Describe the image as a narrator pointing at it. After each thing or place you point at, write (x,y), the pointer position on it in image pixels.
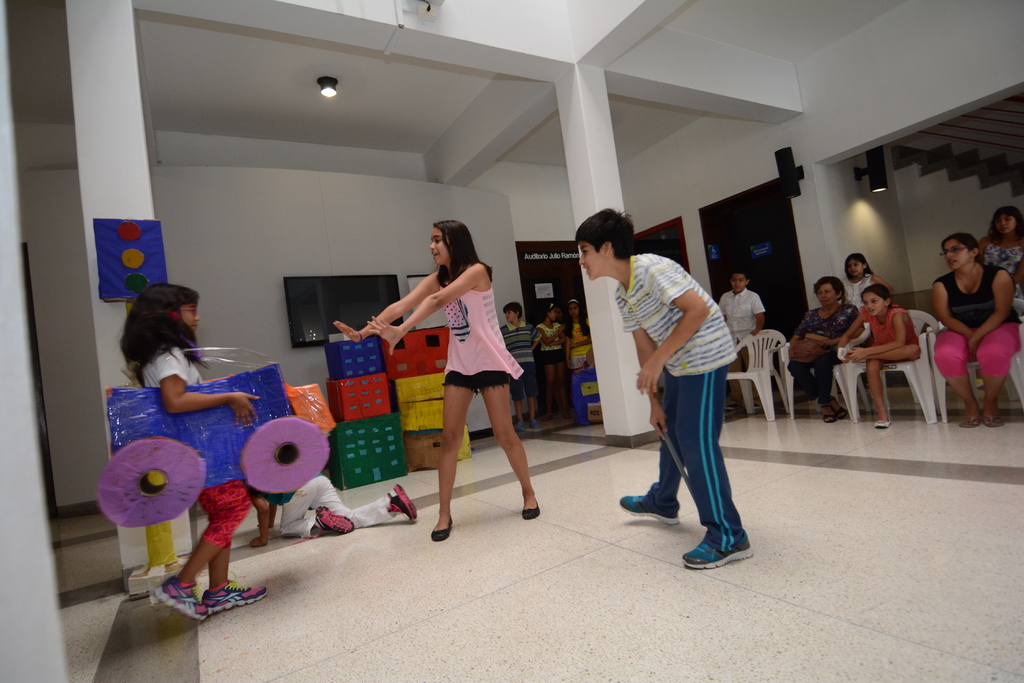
In this image I can see number of people (306,517) where few are standing in the front (459,310) and in the background (996,358) I can see few are sitting on chairs (850,386). I can also see few boxes (432,466), a television (306,335) and a board (113,276) in the background (293,282). On the top side of this image (790,189) I can see few lights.
